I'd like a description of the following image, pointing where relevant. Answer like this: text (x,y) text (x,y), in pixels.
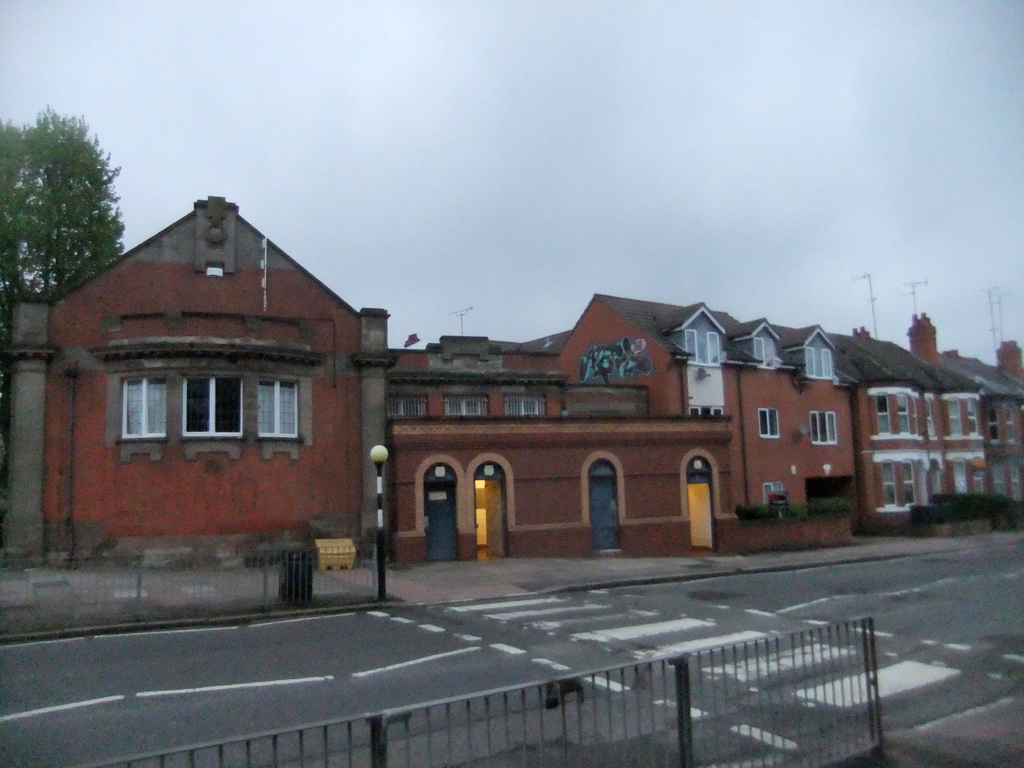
In this image we can see some houses (479,490) with roof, windows (283,427) and doors (493,546). We can also see the road (439,618), a fence (511,697), street lamps (384,586), plants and a footpath (141,609). On the backside (592,269) we can see a tree (31,167) and the sky (472,185) which looks cloudy.
